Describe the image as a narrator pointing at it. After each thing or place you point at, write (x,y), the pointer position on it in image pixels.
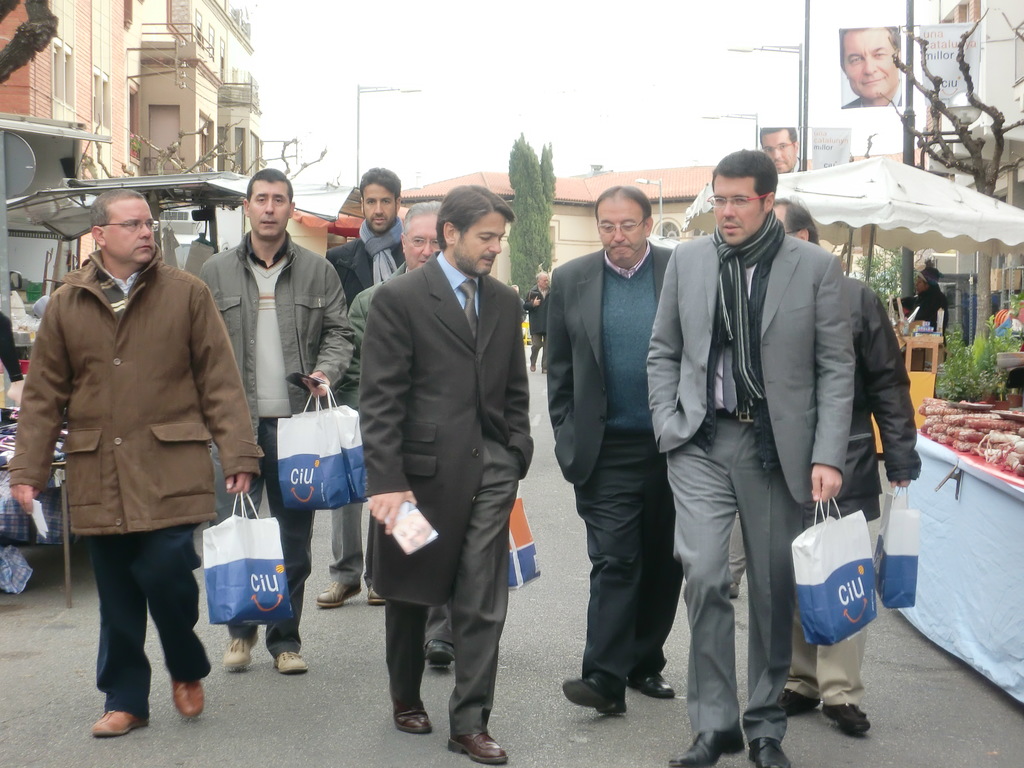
In this image we can see a group of persons (559,351) and among them few persons (138,402) are holding objects (323,388). Behind the persons (537,306) we can see buildings (655,218), trees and stalls (166,237). On the right side (1011,432), we can see plants (1004,384) and few objects (1010,446) on a table (1000,503). A cloth (979,495) is attached to the table (981,511). At the top (768,100) we can see the sky (555,101) and poles (908,55) with banners (838,128). On the banners (864,94) we can see the images (881,102) and text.
